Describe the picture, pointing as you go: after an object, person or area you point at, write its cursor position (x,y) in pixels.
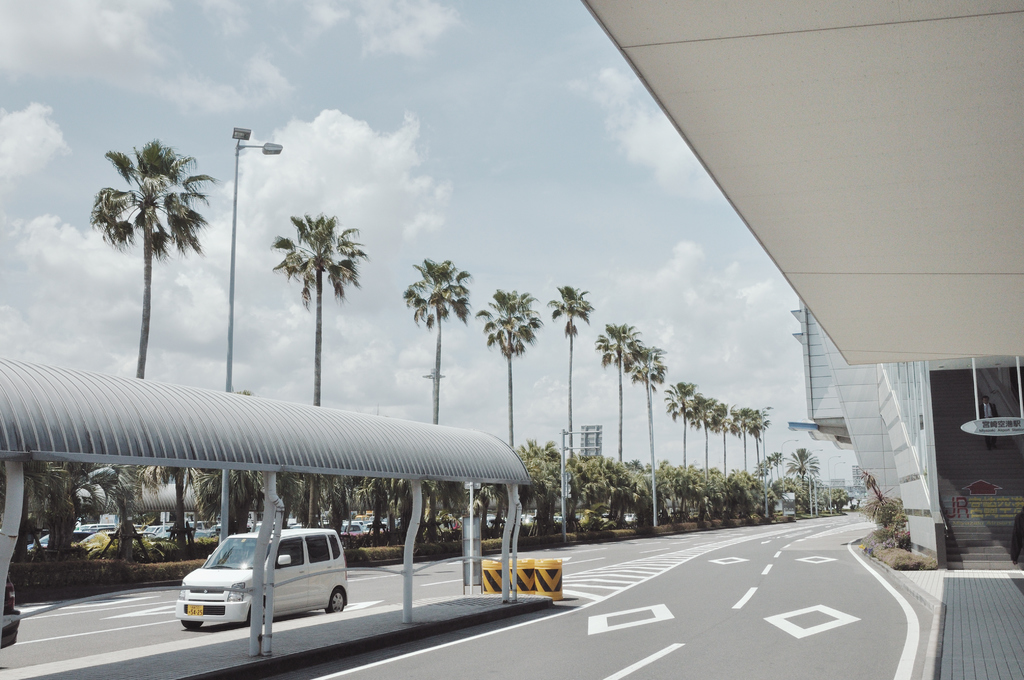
In this picture I can see vehicles (341,596) on the road (608,582), there is a shed (477,448), plants (546,446), trees (676,412), lights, poles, buildings (924,416), and in the background (594,195) there is sky (554,174).
